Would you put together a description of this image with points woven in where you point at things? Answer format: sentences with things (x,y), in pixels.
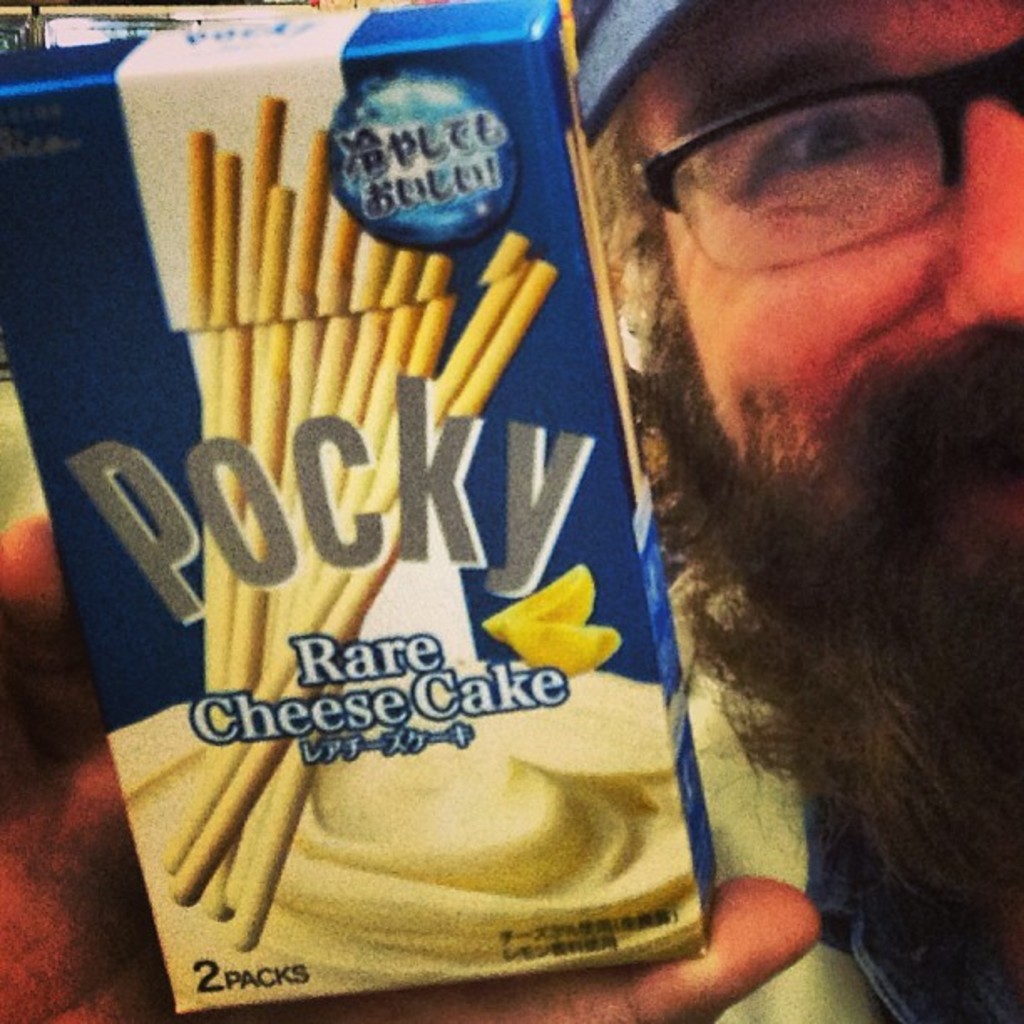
This is a zoomed in picture. On the right corner (781,56) we can see a man (744,306) wearing spectacles (834,156) and holding a blue color box (111,463) of a food item (233,676) and we can see the text (381,660) and some pictures (209,784) on the box (285,262). In the background (66,10) there are some objects (23,5).
